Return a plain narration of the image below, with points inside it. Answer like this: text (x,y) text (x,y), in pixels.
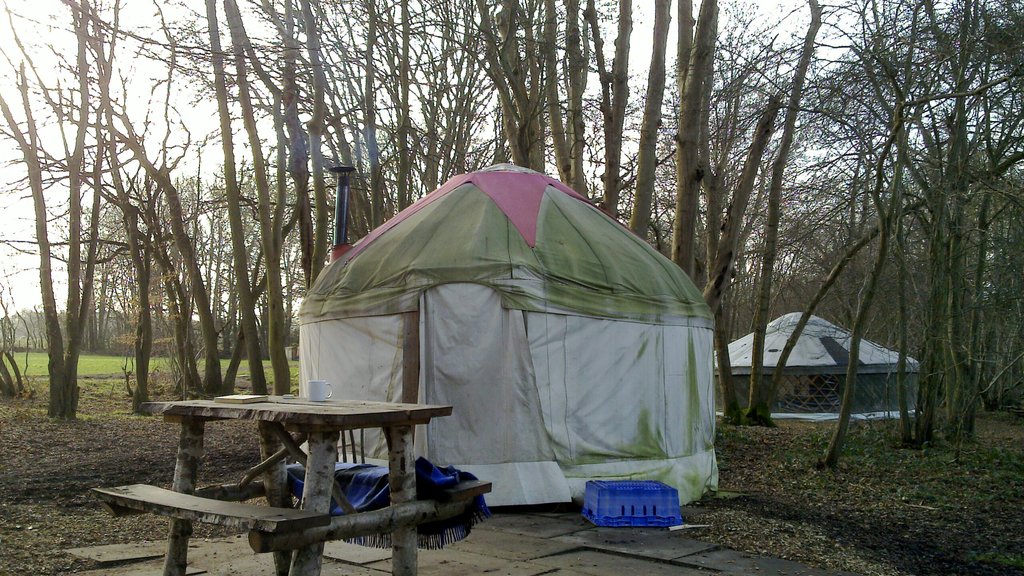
In this image I can see an open ground (763,487) and on it I can see a table (333,409), a blue colour thing (596,509), a tent house (591,416) and a building (886,383). On the table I can see a white colour mug (323,397), a book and a blue colour cloth (352,482). In the background (311,135) I can see number of trees (791,251).
